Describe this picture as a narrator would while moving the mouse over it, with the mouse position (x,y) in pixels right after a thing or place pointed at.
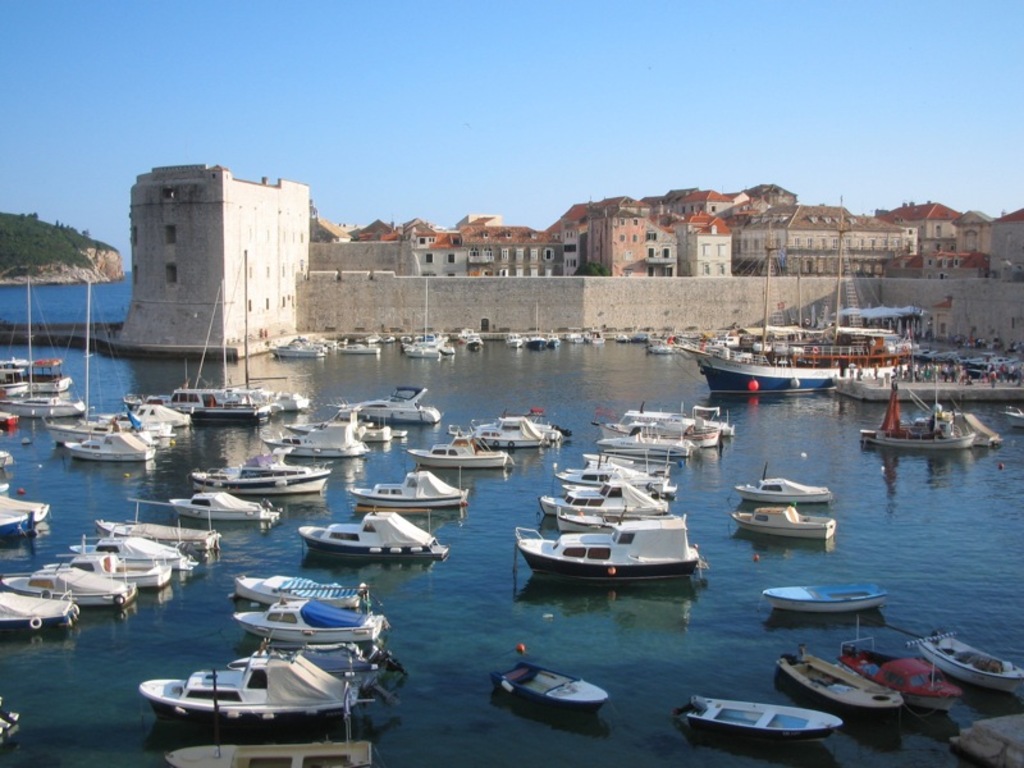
In this image we can see a group of boats (645,461) in a large water body (861,568). We can also see some poles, ropes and some people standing on the surface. On the backside (802,309) we can see a wall (785,304), some buildings (790,259) with windows (173,274), trees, the hill (28,257) and the sky (406,218).
